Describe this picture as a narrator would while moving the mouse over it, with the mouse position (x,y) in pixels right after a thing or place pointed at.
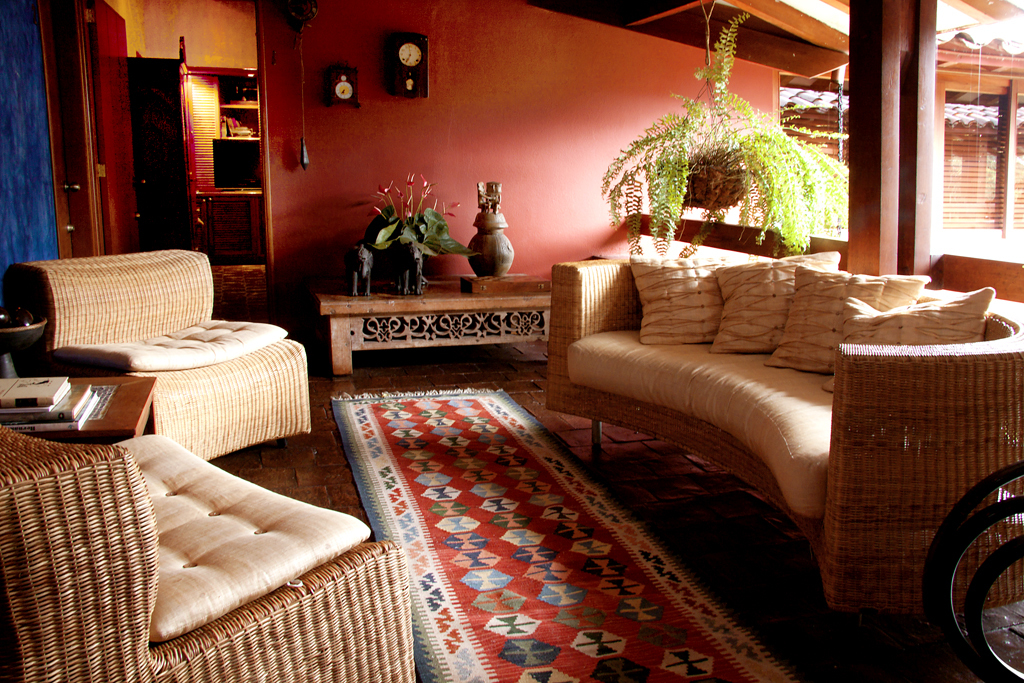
These are sofas (229,537), flower (441,233), on the wall (454,220) there is clock (413,74), here there are wheels (986,578), on table (119,408), these are books (76,403) and these is door (90,144), this is carpet (482,547).
